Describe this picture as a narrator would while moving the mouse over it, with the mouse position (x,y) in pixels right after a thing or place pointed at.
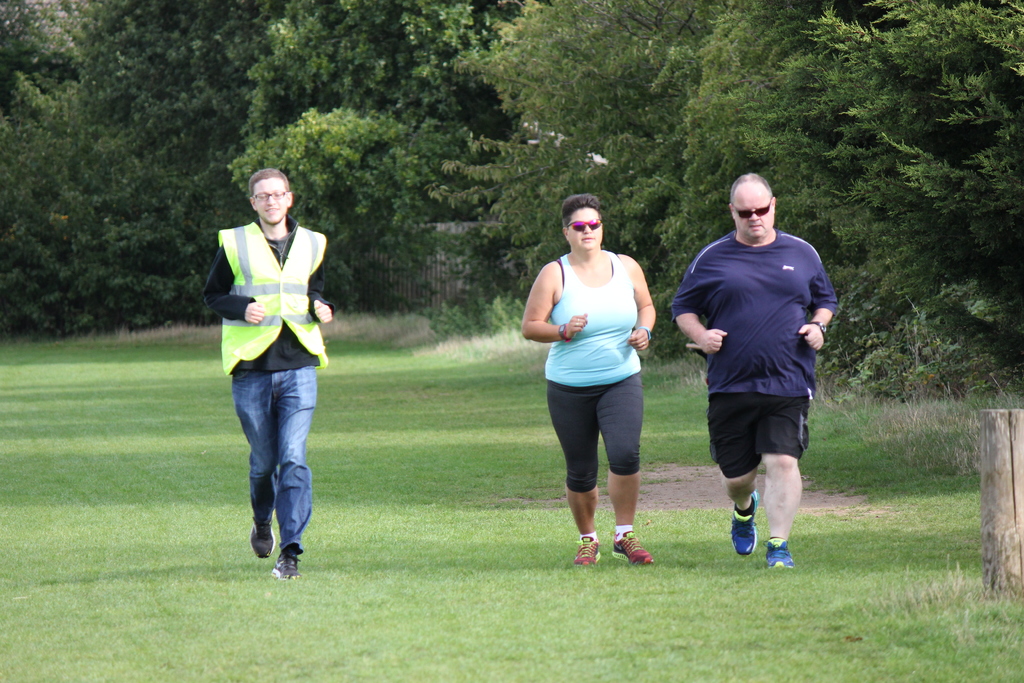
In this image there are three persons (525,338) running on the ground (415,526). In the background (346,74) there are trees (649,83). On the left side (279,315) there is a man (285,322) who is running on the ground (235,496) by wearing the green jacket (264,342). On the right side (989,447) there is a wooden stick (995,548).
